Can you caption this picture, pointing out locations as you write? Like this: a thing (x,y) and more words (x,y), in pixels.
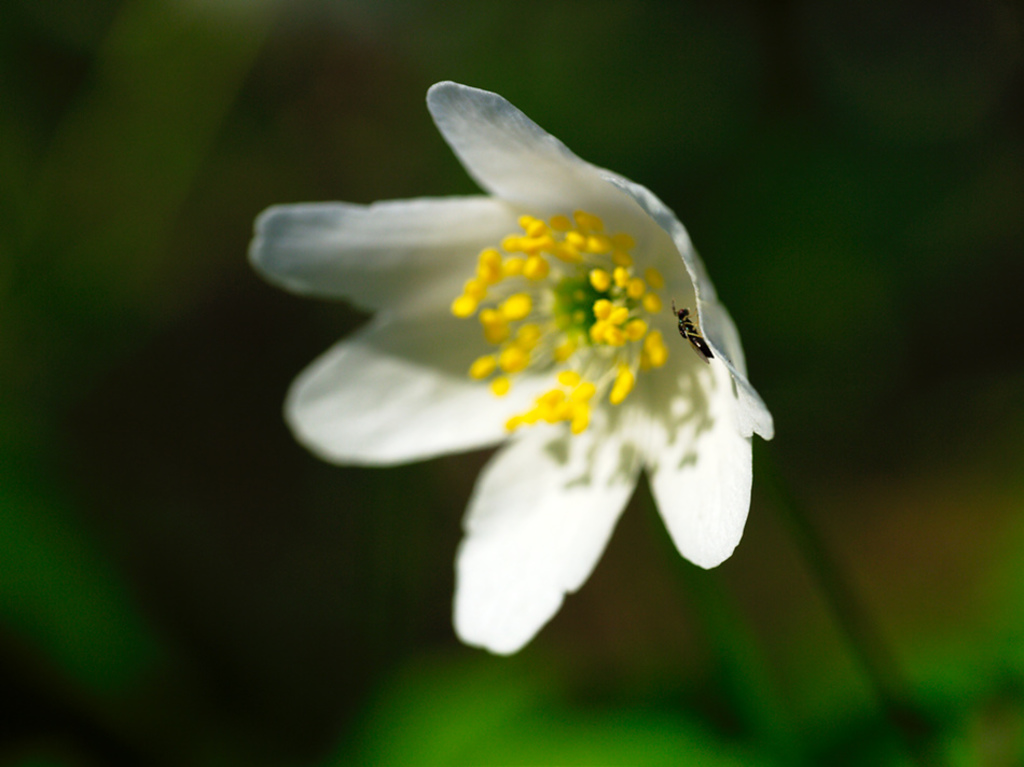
In this image I can see a white colour flower (428,275) and number of yellow colour its anthers (535,238). I can also see a black colour insect (679,319) on the flower (694,316) and I can see this image is blurry in the background (835,190).
